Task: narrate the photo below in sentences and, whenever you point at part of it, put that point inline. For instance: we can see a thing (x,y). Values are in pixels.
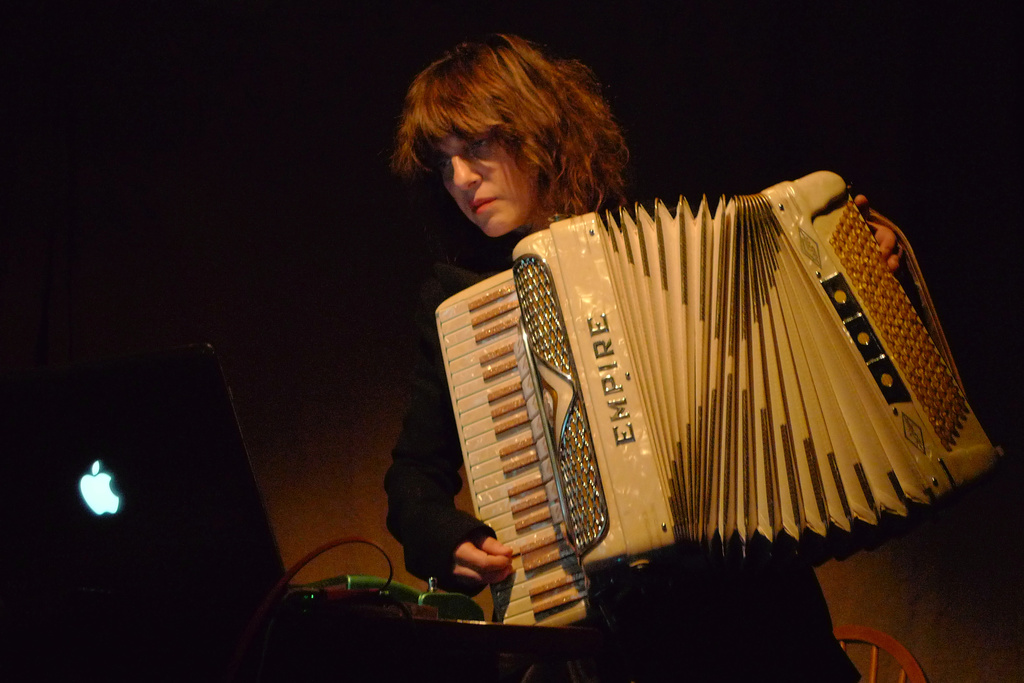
In this image I can see a woman (466,200) is standing and holding white color musical instrument (653,431). I can also see she is wearing black dress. Here I can see a laptop (180,504) and in background (849,633) I can see a chair (867,633). I can also see this image is little bit in dark.
